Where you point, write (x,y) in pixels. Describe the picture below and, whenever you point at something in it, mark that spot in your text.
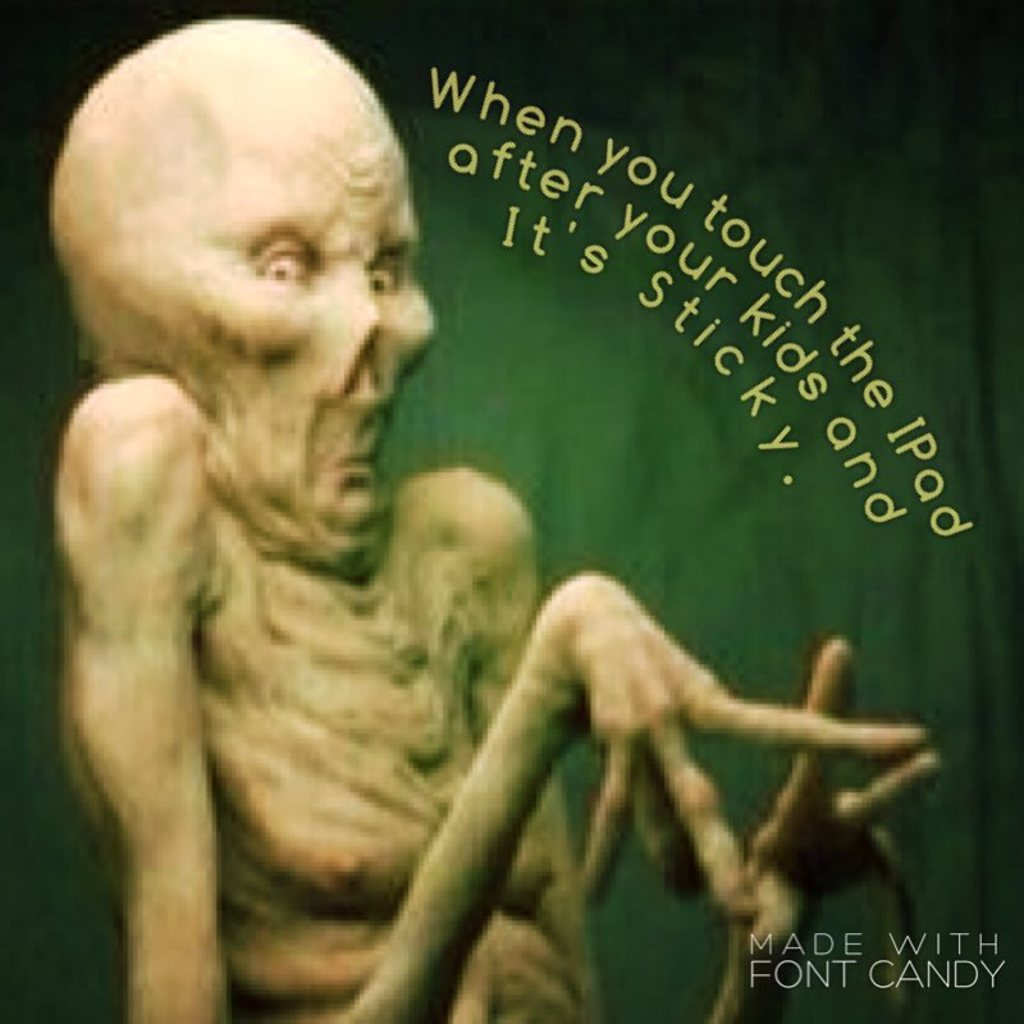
In this image, we can see a poster (436,315) with some image (532,422) and text (832,432).
